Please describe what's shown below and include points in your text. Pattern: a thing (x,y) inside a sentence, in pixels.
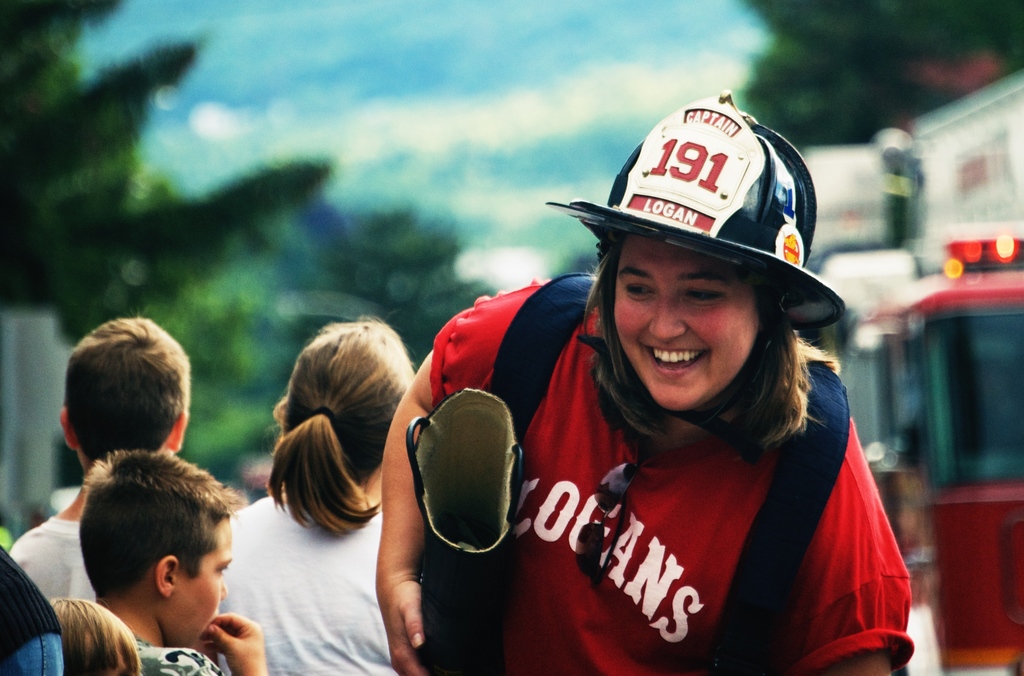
In this image I can see one women (526,334) and few children (115,427). In the front (754,492) I can see she is wearing a hat (635,225), a red colour t-shirt (650,473) and I can also see she is holding an object (495,494). I can also see smile on her face (653,366) and on her hat (773,230) I can see something is written. In the background (932,22) I can see number of trees (893,23), the sky (524,215), a red colour thing (950,318) and few white boards (934,233). I can also see this image is blurry in the background (901,203).
